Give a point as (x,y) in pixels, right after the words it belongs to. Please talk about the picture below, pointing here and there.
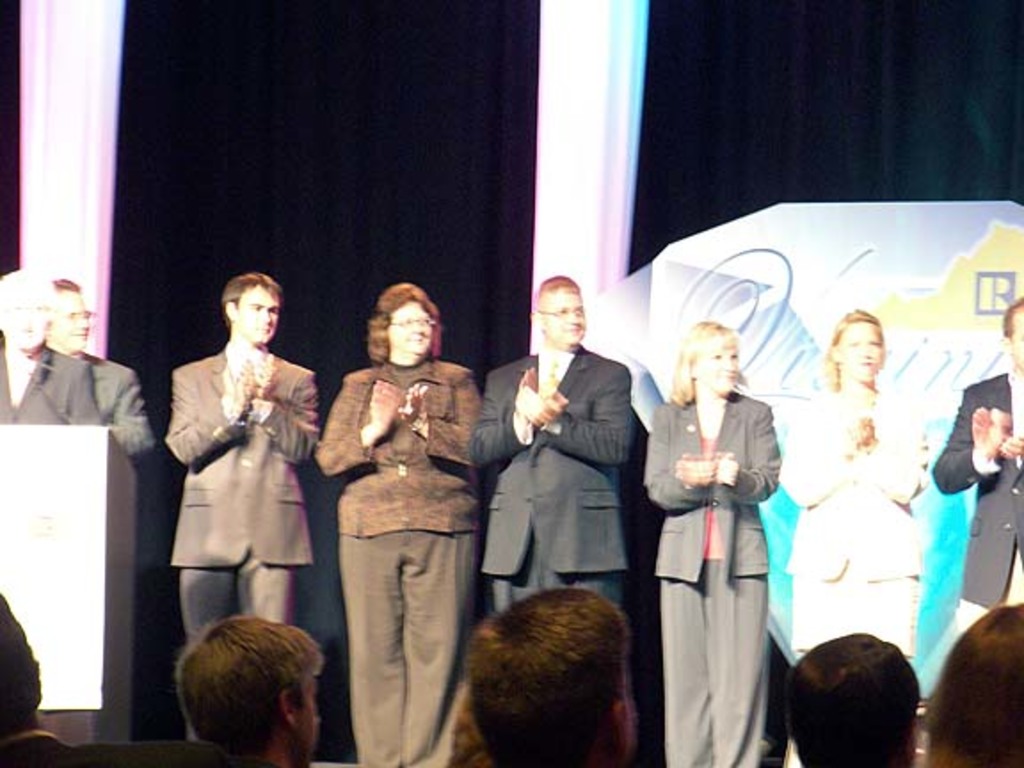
In this picture we can see the heads (6,702) of a few people (555,614) at the bottom of the picture (198,718). We can see a person (59,376) in front of the podium (106,534) visible on the left side (68,563). There are a group of people (100,374) standing and clapping. We can see some objects (745,328) in the background (487,208).
